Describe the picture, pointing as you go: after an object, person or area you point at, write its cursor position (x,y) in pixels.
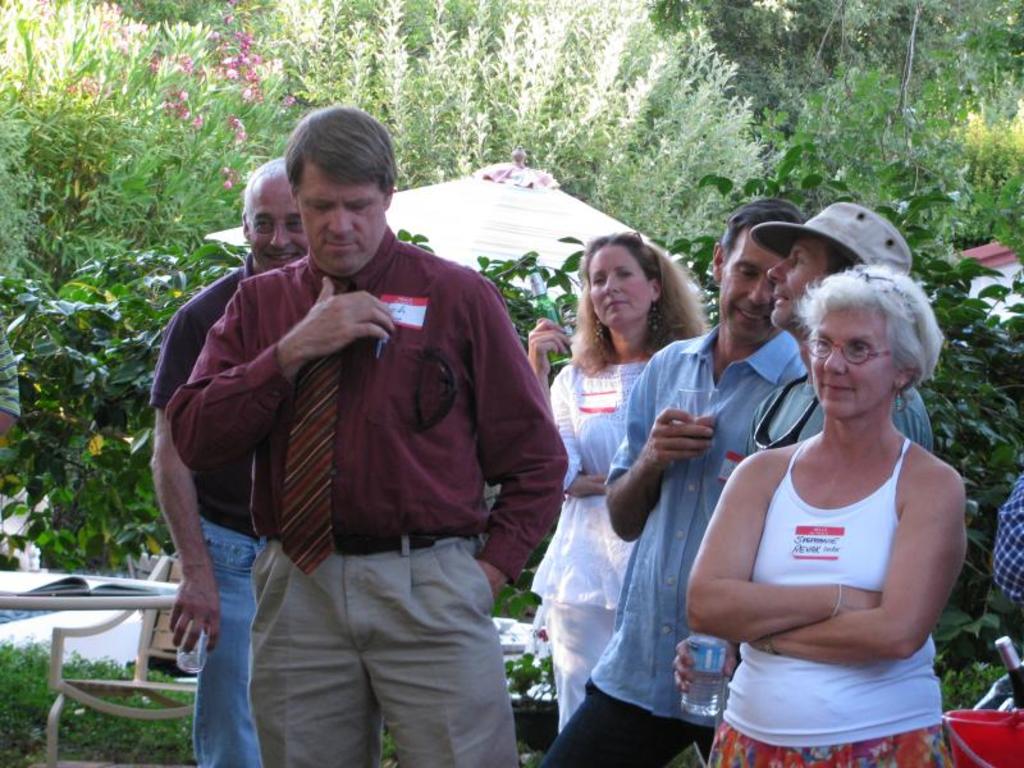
In this picture we can see a group of people (753,546) and in the background (107,390) we can see trees (425,70).
